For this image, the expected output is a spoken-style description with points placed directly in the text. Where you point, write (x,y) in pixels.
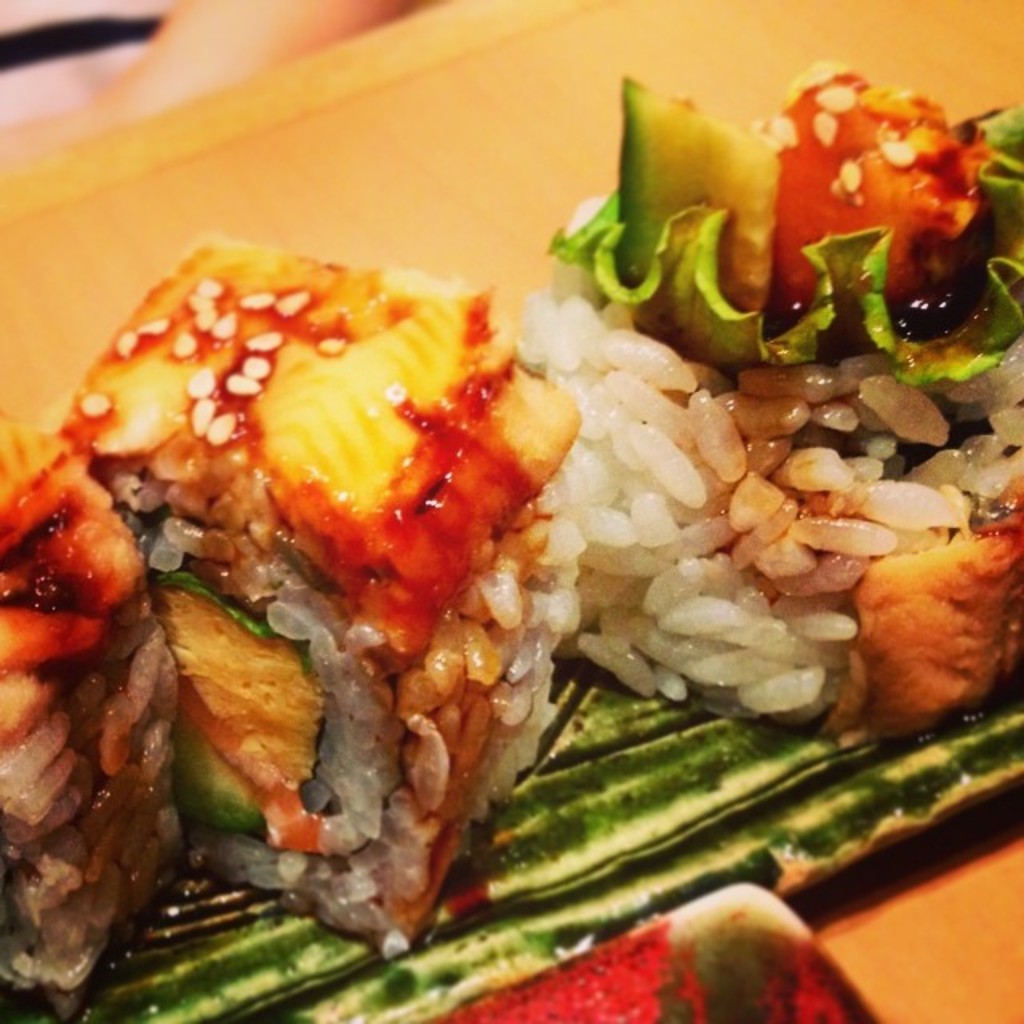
We can see food (248,770) on the platform (678,879).
